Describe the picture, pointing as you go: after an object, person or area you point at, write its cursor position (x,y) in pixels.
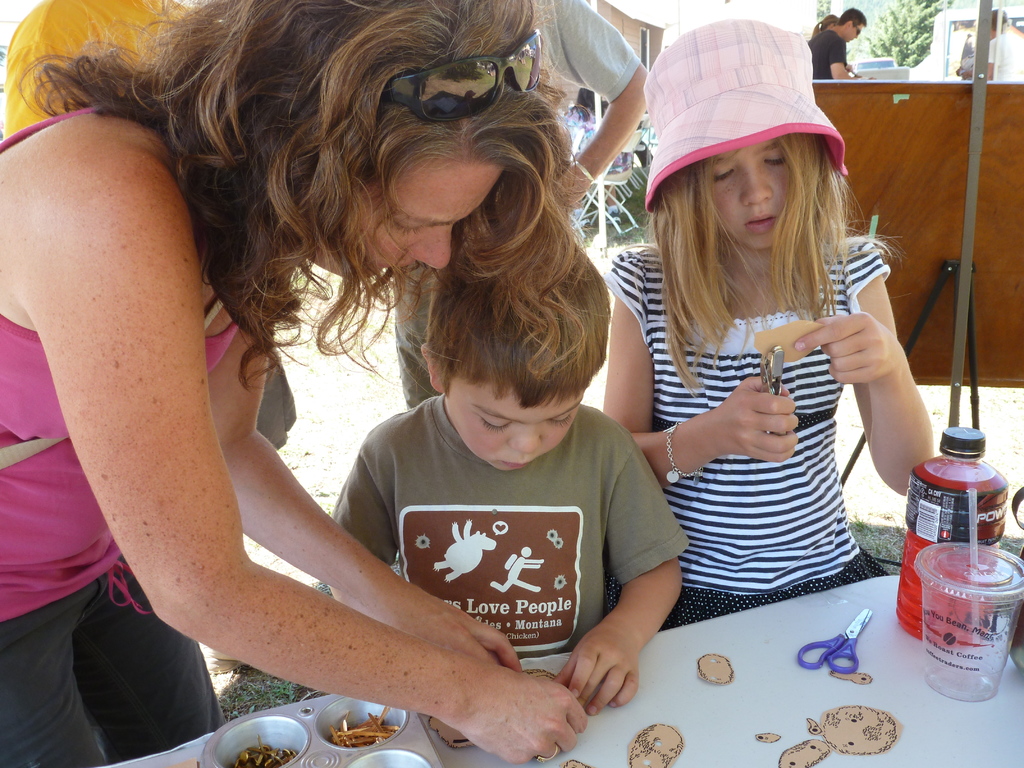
In this image at the bottom (415,733) we can see objects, scissors (821,666), bottle (919,495), straw (974,637) in a cup (970,650), items (277,756) in a plate (396,764) are on the table (881,596) and we can see a boy (378,475), girl (683,415) holding objects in her hands (717,434) and a woman (391,86). In the background (1023,172) we can see few persons (585,46), chairs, board (1020,254) on a stand (971,321), poles (961,333), trees (921,23) and a vehicle (953,31).
